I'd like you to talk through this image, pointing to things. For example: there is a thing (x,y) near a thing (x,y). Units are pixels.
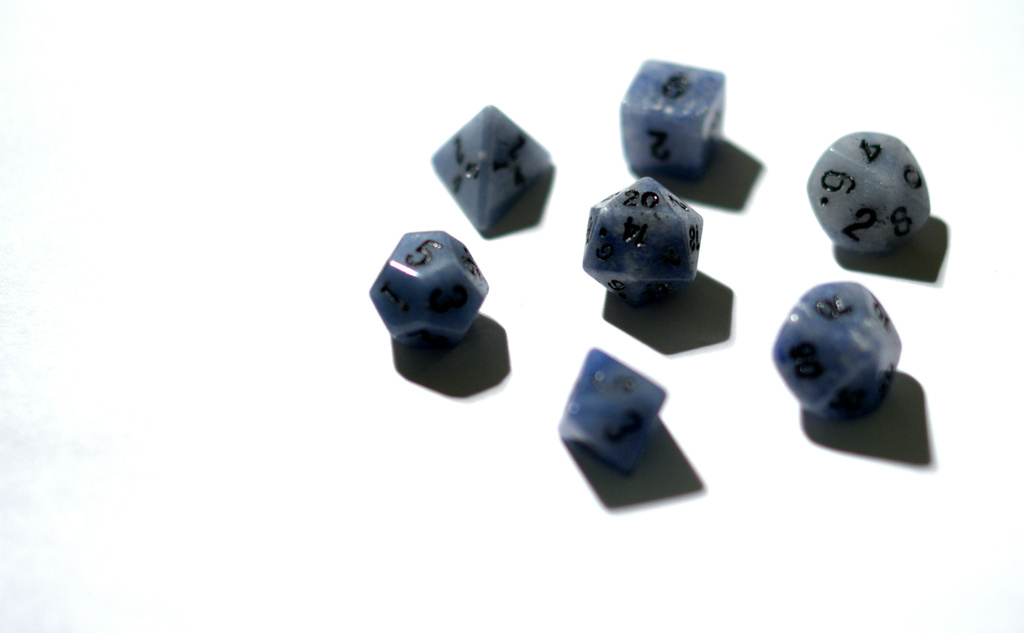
In the picture I can see the dice (710,133) with different shape structures (882,220).
